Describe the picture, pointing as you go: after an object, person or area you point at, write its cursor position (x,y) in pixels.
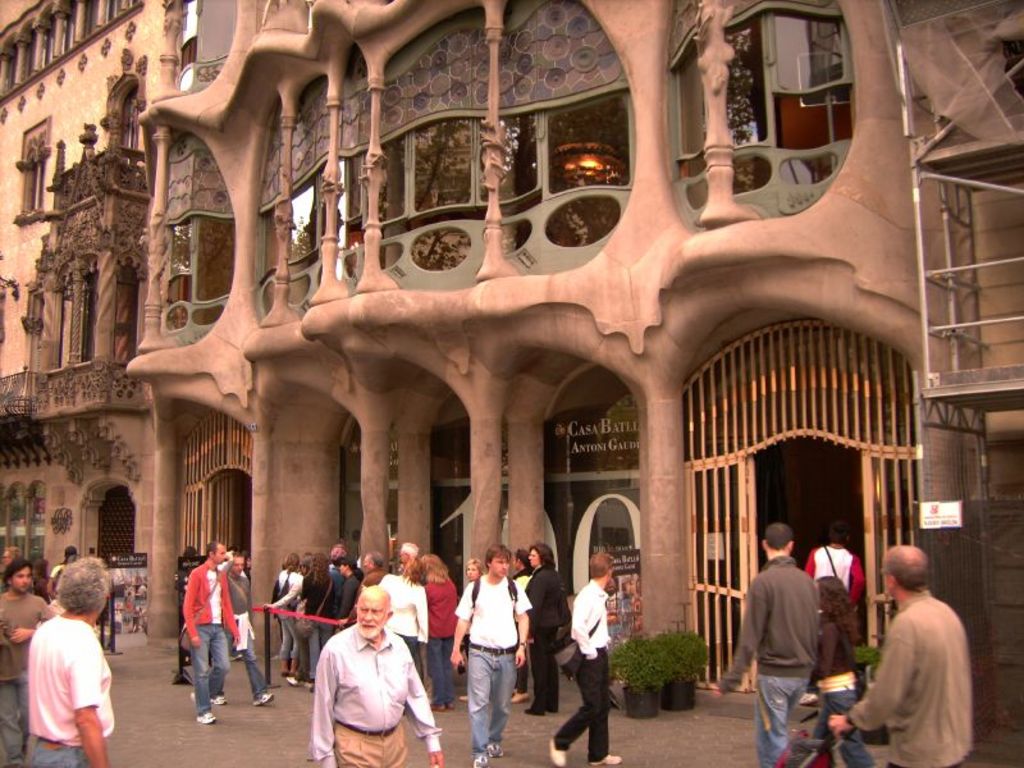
In this image I can see the ground (240,720) and number of persons (319,678) are standing on the ground (642,720). I can see few flower pots (666,688) with plants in them, few poles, a building (356,474) which is brown in color, two entrance doors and few windows (519,196) of the building (510,151). Through the windows (571,157) of the building (496,162) I can see the light (580,147).
